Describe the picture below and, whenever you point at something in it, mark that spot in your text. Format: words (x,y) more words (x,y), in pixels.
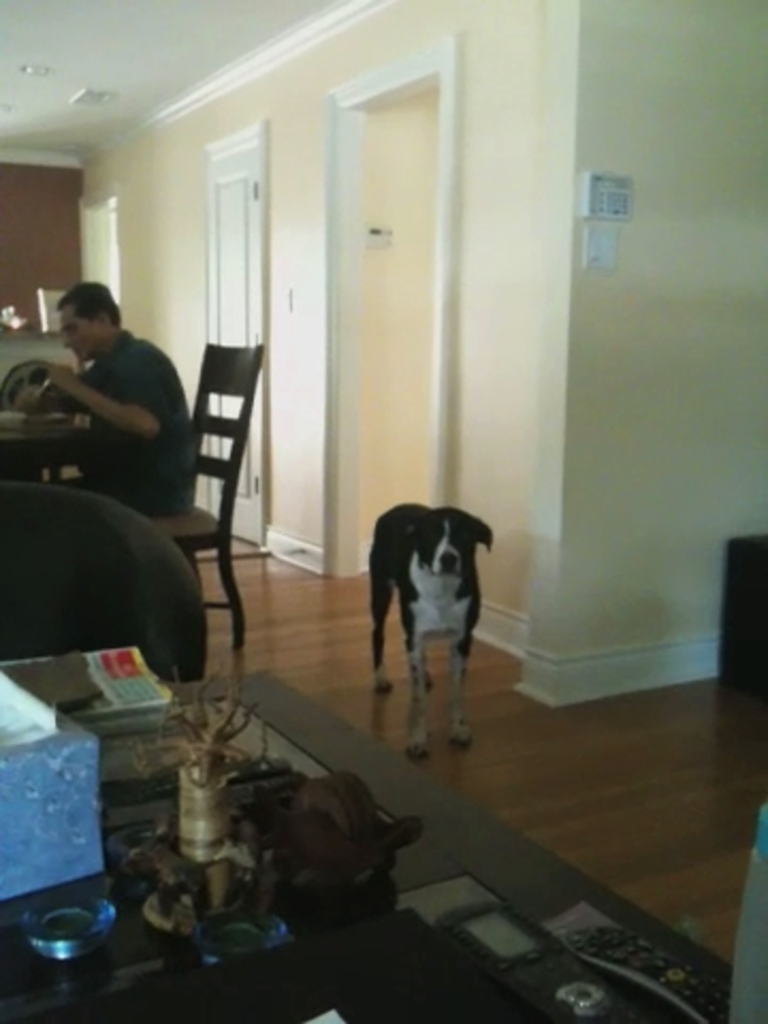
This picture is clicked inside the room (529,755) where a dog (413,618) is standing in the center (431,601). At the left side (108,435) man (134,442) sitting on a chair (205,467) in front of the table (90,429). In the background (197,210) there is a wall (167,197) and door (240,234). In the front (253,895) on the table (334,895) there are stand (215,811), remote (475,949), and papers (106,680).
